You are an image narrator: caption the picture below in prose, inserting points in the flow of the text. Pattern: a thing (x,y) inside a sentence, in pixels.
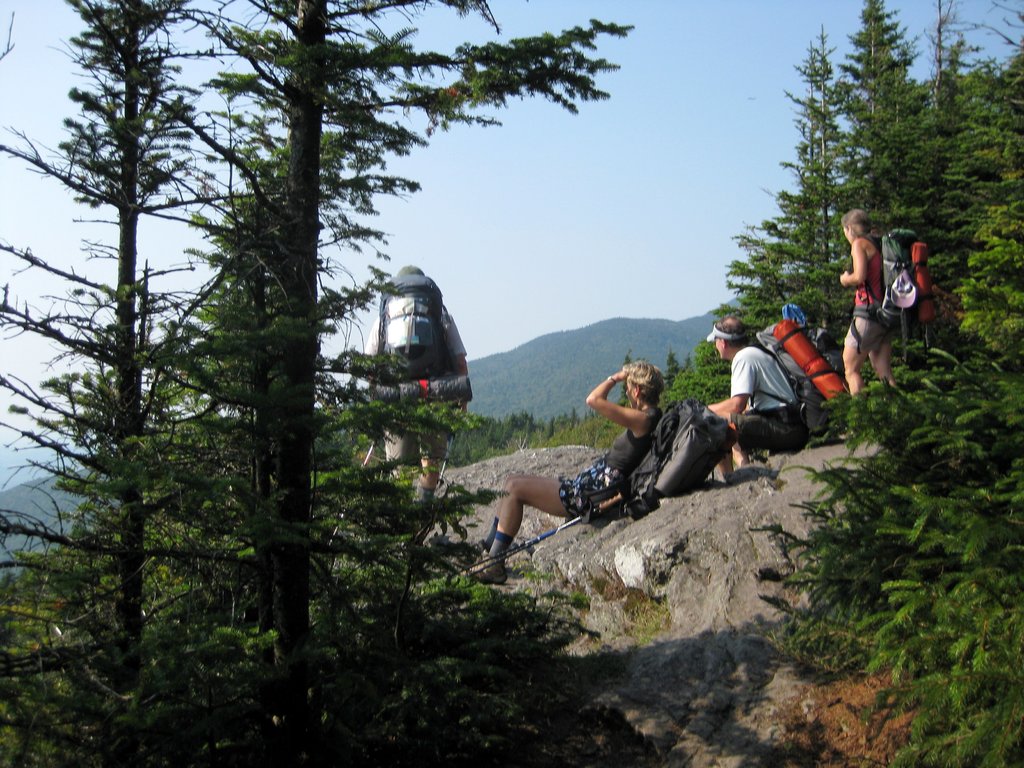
In the picture I can see two persons (731,317) wearing bags (789,318) on their back (641,443) are sitting on rock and there are two other persons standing on either sides of them and there are trees (1020,249) and mountains (648,332) in the background (591,354).
